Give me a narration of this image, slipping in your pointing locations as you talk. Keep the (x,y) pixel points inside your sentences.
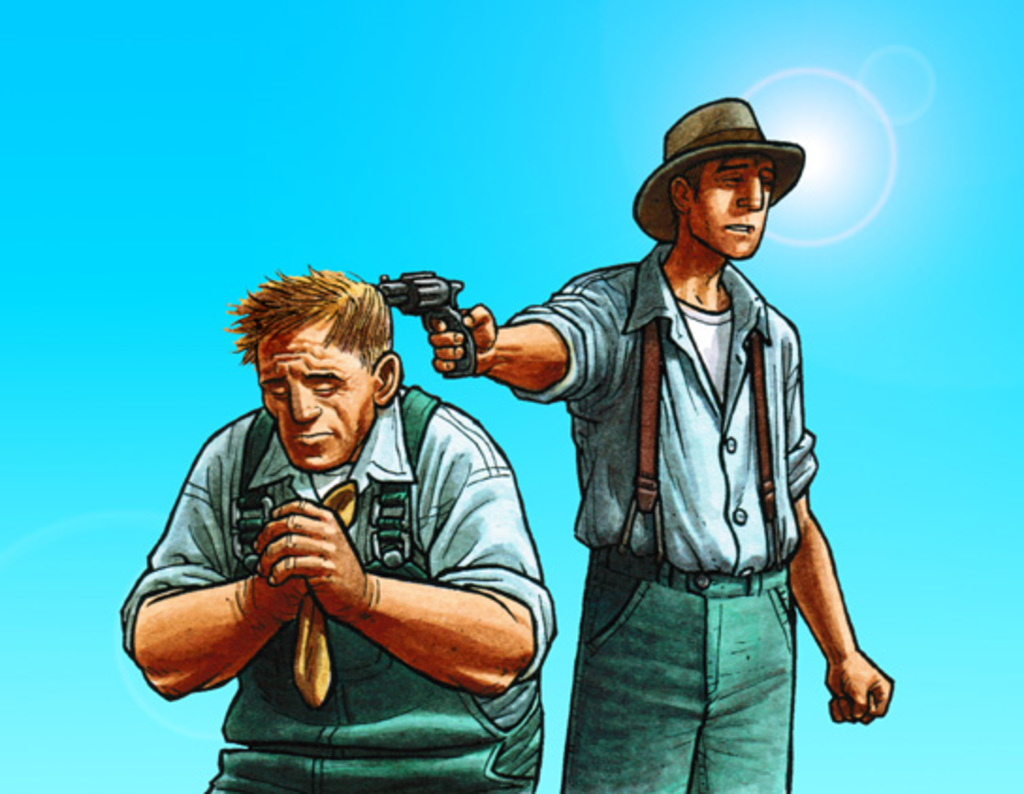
This is an edited picture. In this image there is a picture of a man (741,330) standing and holding the gun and there is a picture of another man (274,328) standing. At the back (482,401) there is a blue background (825,112) and there it looks like a sun rays (851,77).
